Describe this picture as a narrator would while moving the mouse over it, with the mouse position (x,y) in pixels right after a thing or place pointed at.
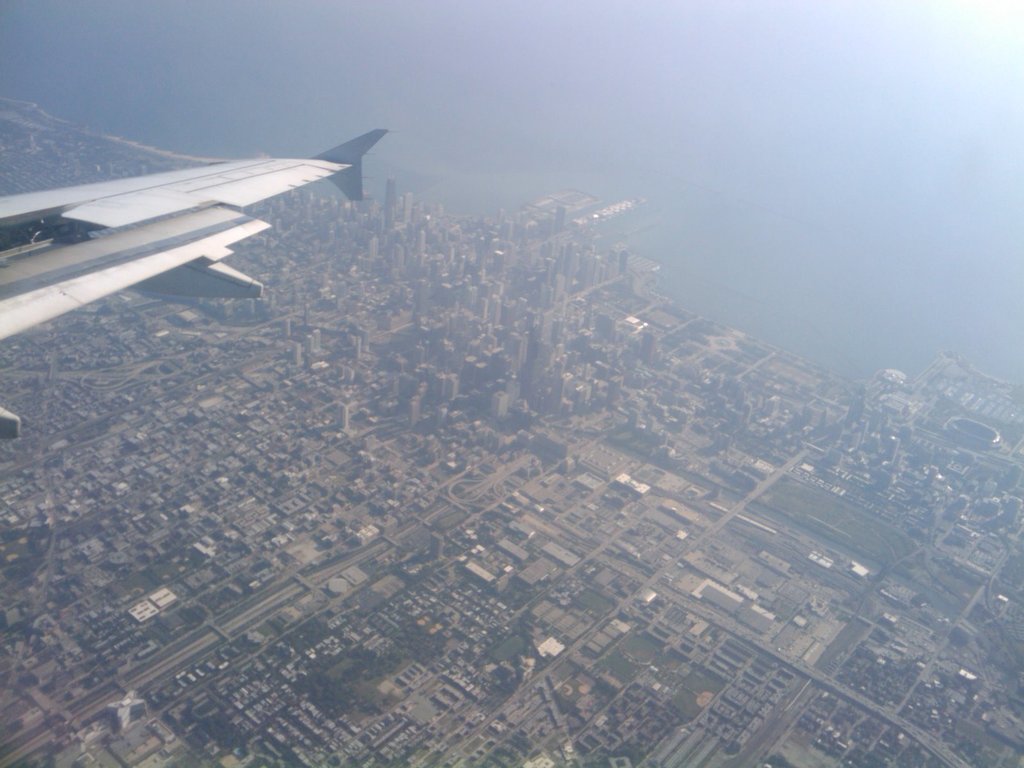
This image is the aerial view of the city (506,389).
